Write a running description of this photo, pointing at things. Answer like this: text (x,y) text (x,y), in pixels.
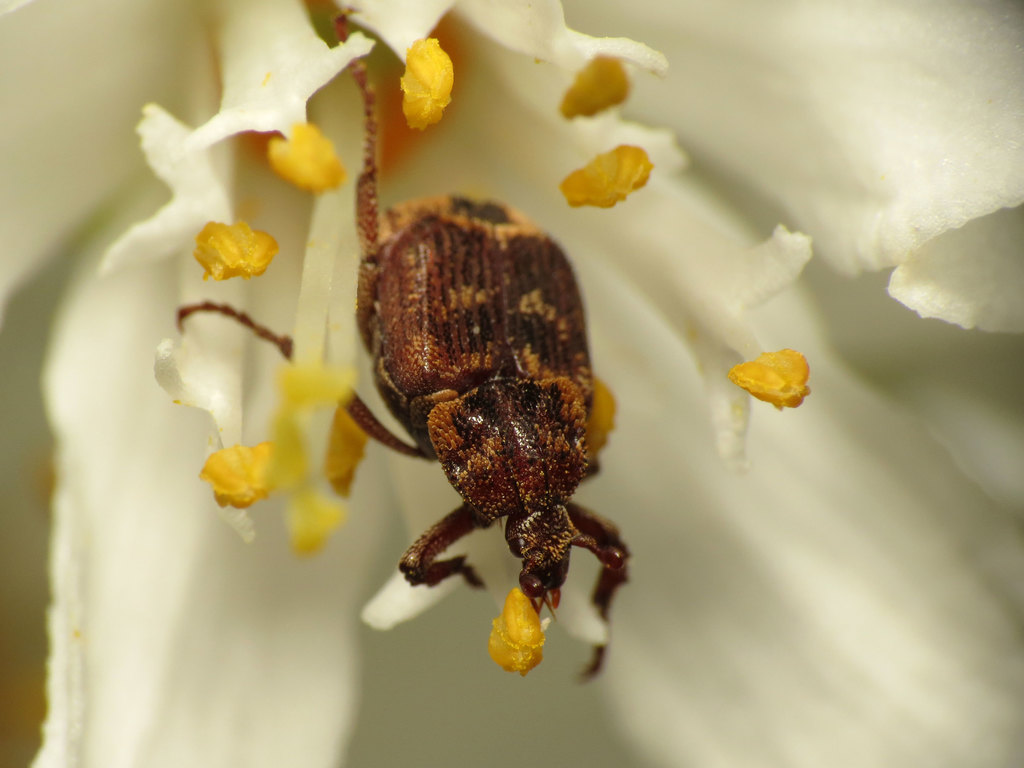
This image consists of a white flower (357,139), on that there is an insect (527,508). It is in brown color.
